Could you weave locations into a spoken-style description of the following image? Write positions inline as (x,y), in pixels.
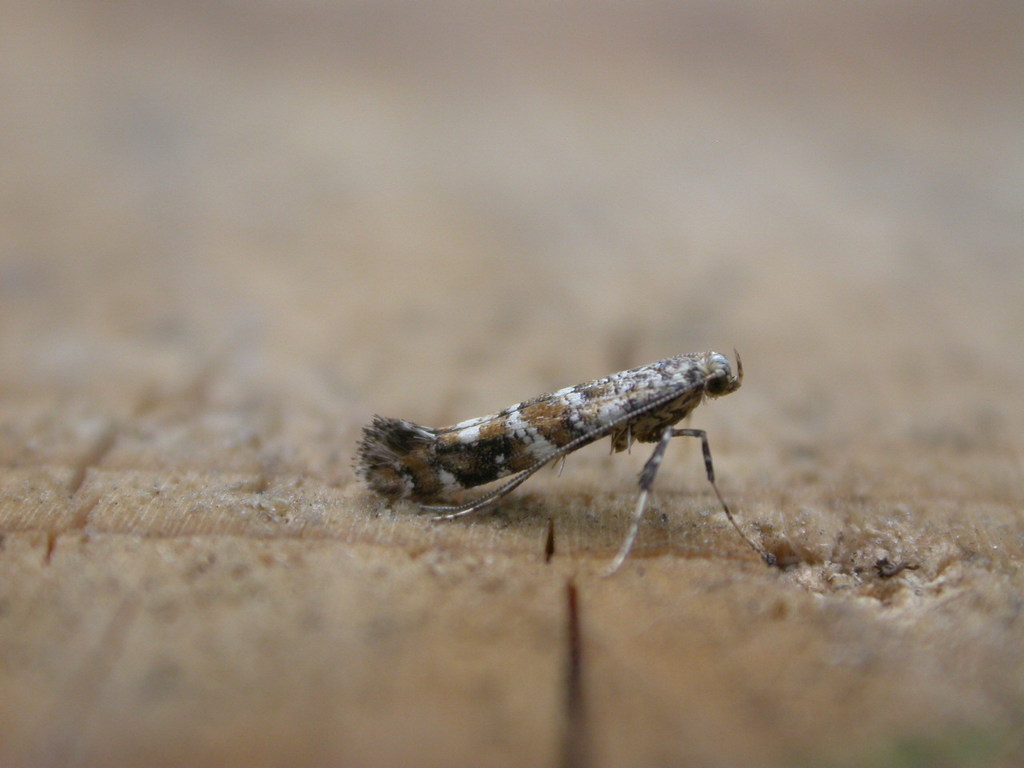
At the bottom of the image (178,575) there is a wooden platform (767,568). In this image the background (190,138) is a little blurred. In the middle of the image (513,418) there is a moth (551,450) on the wooden platform (651,508).
